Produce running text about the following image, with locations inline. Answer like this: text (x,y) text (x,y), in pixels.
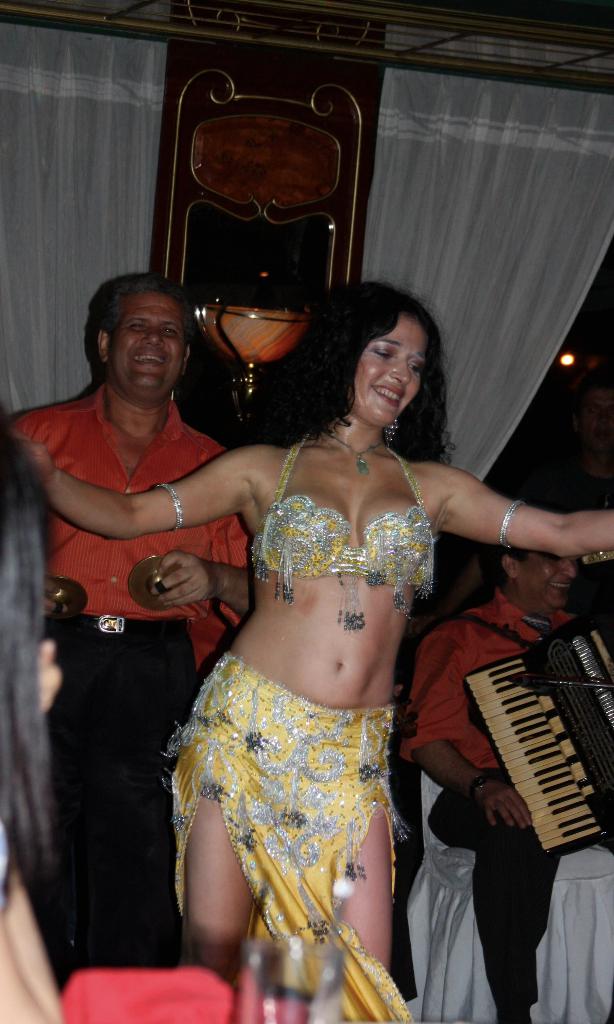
In this image I can see there are persons (258,614). One person (324,726) is dancing and the other persons (463,736) are playing musical instruments (516,701). And one person (442,711) is sitting on the chair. And in front of the person (346,937) there is a glass (335,957). And at the back (206,192) there is a curtain (512,184) and an object (251,49). At the top (365,35) there is a steel rod (122,18).
